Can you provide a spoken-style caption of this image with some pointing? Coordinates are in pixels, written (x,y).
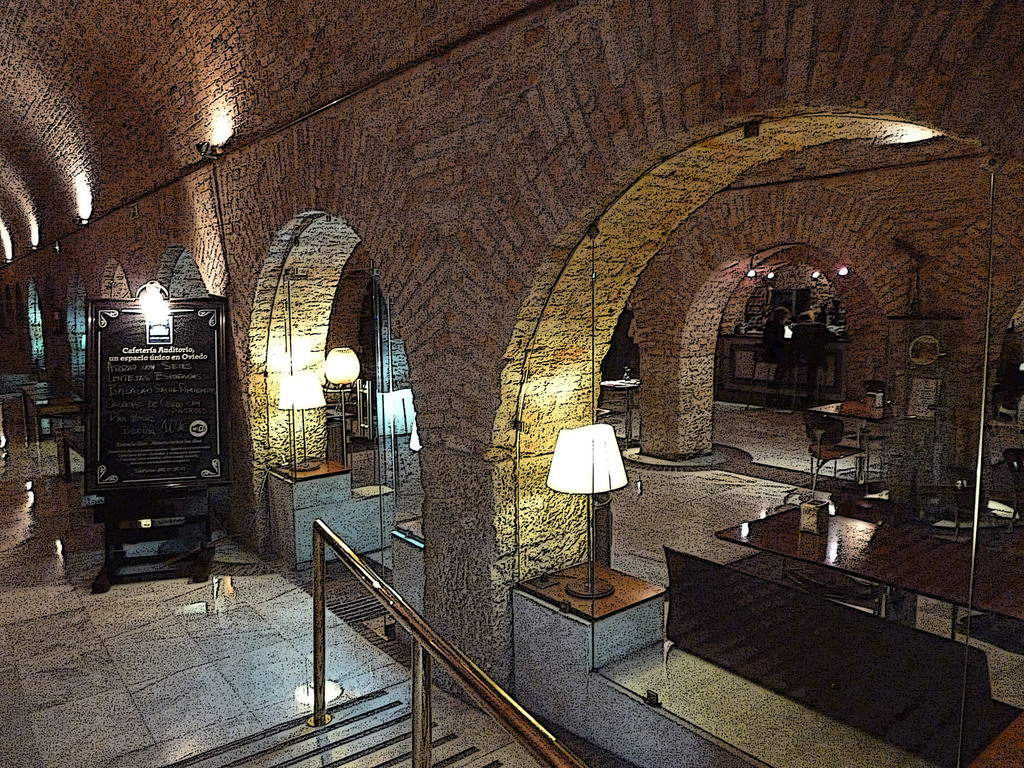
In this image I can see there are lamps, tables (888,512), chairs (831,422). On the left side (126,377) there is a wooden board (196,398) with matter (171,374) on it.
